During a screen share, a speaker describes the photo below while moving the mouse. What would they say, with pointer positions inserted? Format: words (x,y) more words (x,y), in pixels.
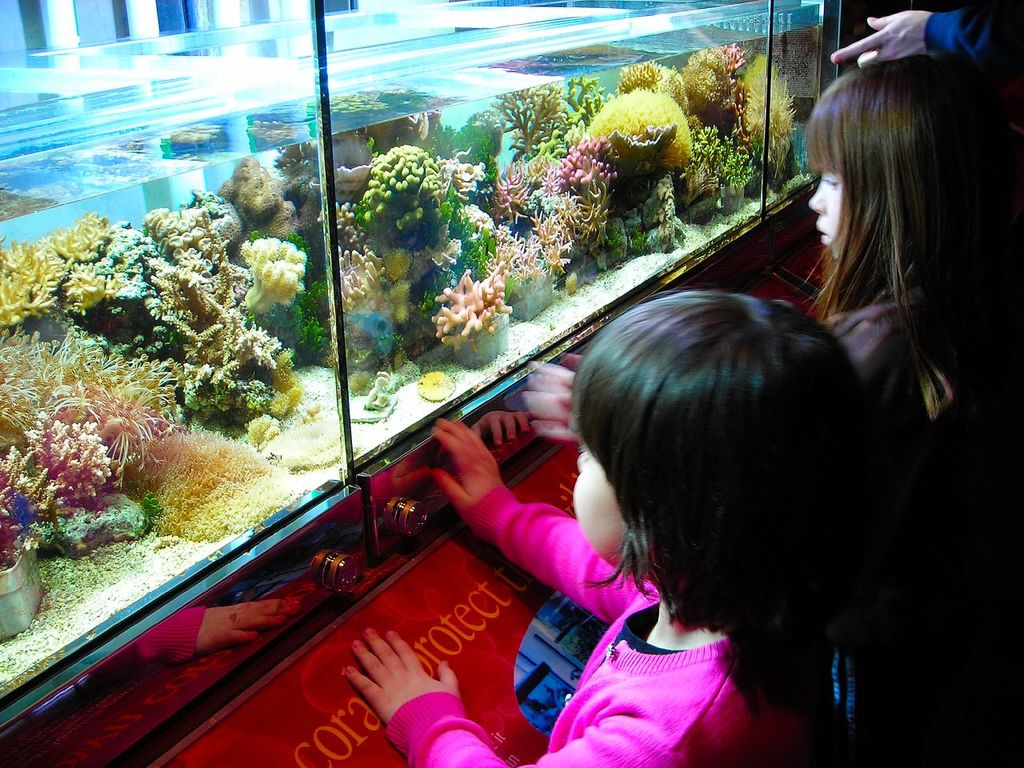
In this image we can see some kids (804,338) standing near the aquarium (177,396) in which there is water (284,318) and some flowers (169,377) and water plants (496,283).
